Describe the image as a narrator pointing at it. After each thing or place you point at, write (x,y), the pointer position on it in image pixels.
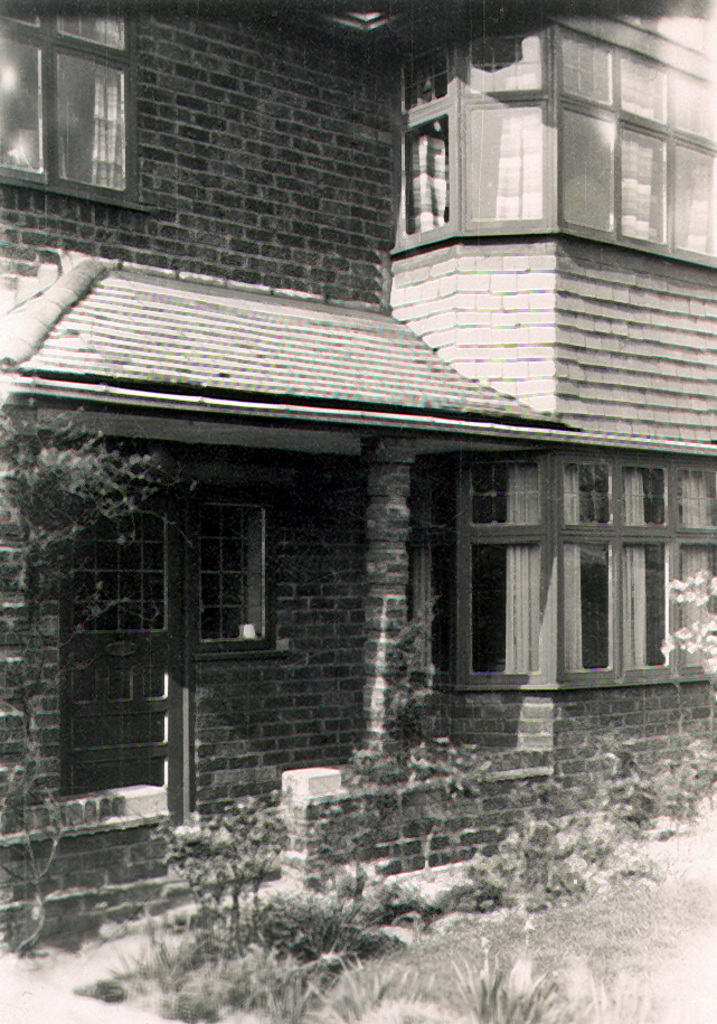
This is a black and white picture. At the bottom of the picture (340,868), we see the grass (337,957) and the plants (347,896). On the left side (170,473), we see a tree (66,448). In the background (159,249), we see a building (295,354) which is made up of bricks (305,235). It has windows (596,166).
